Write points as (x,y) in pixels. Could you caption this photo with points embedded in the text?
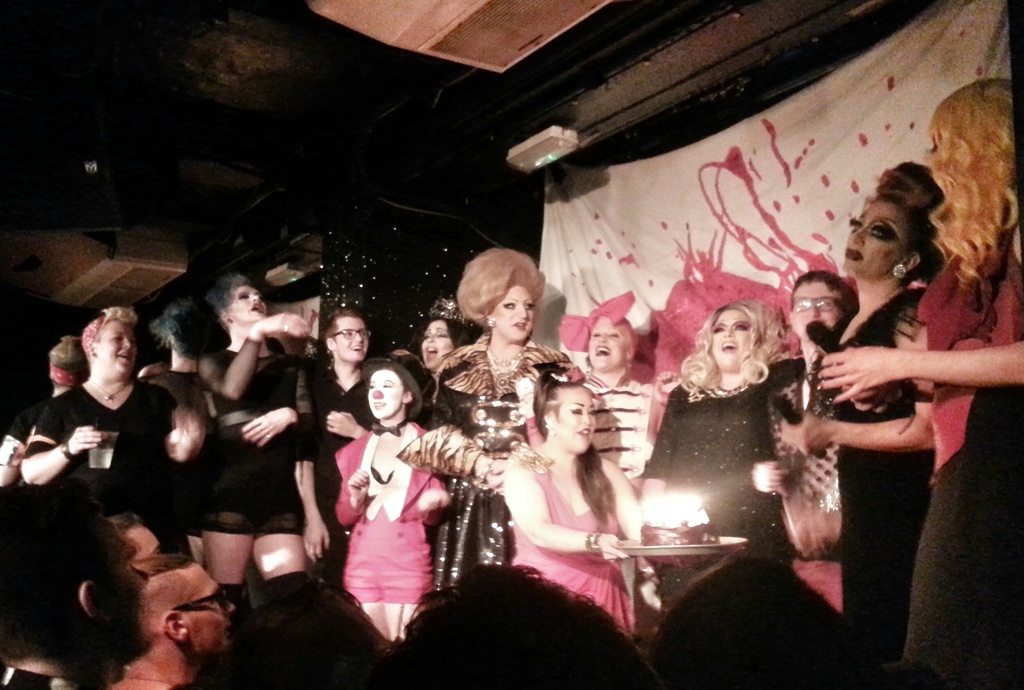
In this image, we can see people (451,512) wearing costumes (552,504) and some are holding glasses (112,446) and we can see people (836,390) holding mics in their hands (829,368) and there is a lady (584,524) holding a tray (682,547) with a cake (678,523) and lights (665,508). In the background (645,213), there is a curtain (633,205) and we can see a board (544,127), a box (526,161) and there is an ac (391,14).
